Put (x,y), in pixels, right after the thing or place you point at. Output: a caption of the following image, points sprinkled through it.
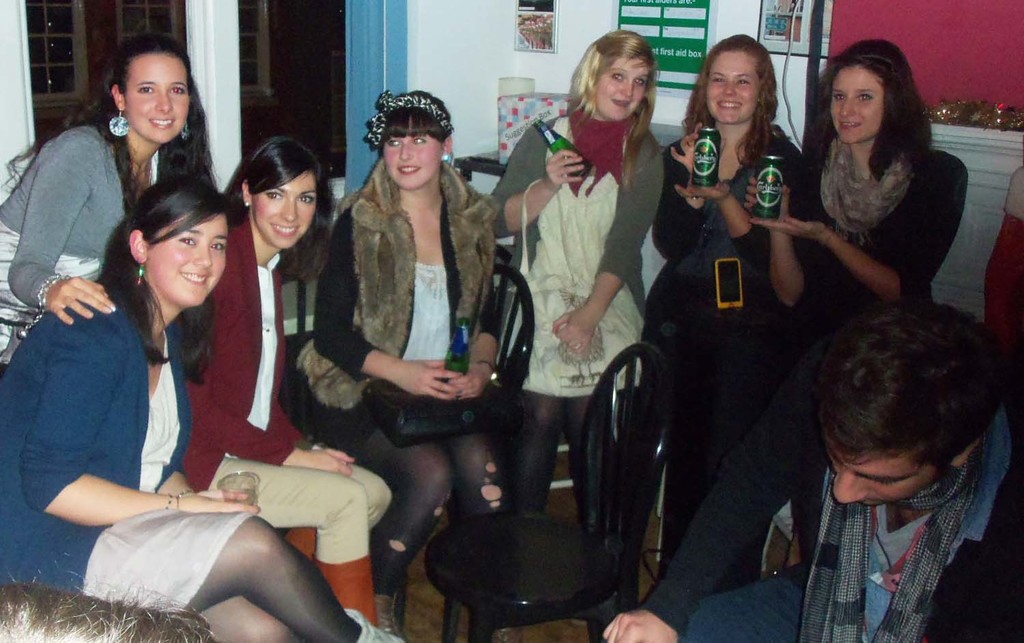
In this image there are people (783,379) sitting on the chairs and they are holding the bottles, tins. In the background of the image (519,17) there are photo frames (537,40) attached to the wall (482,50). There are windows (51,41). There is a table (463,167). On top of it there are some objects (523,121).
